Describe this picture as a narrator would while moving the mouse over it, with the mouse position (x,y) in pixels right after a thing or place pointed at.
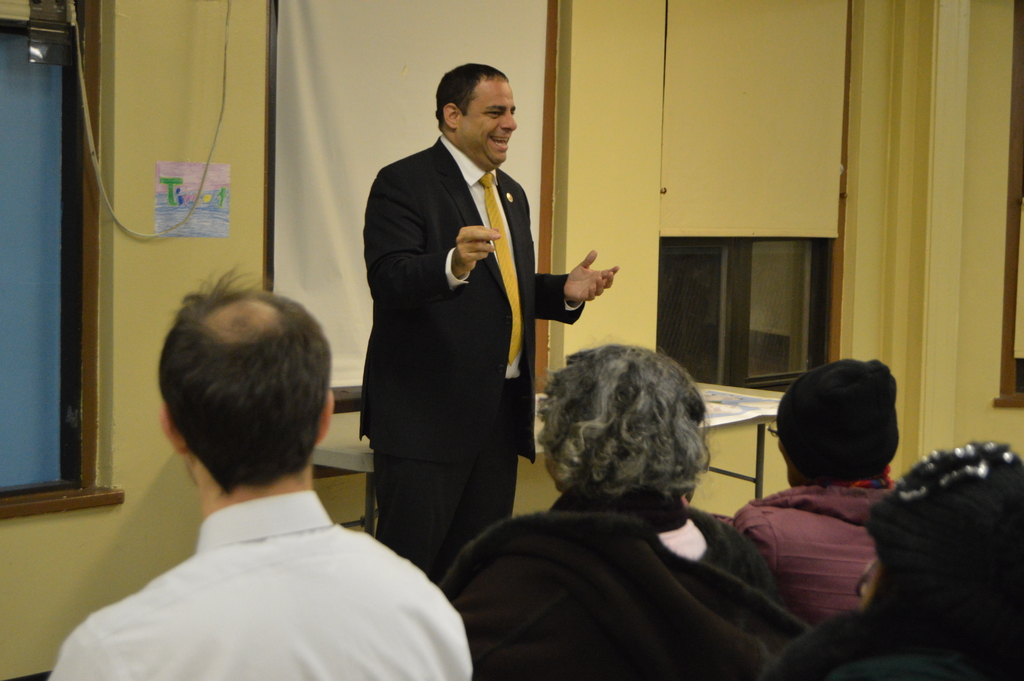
In this picture we can see some people (736,619) and in front of them we can see a man (486,212) standing and smiling and at the back of him we can see windows (747,256), curtains (517,109), papers (733,408), wall (151,179) and some objects (351,468).
